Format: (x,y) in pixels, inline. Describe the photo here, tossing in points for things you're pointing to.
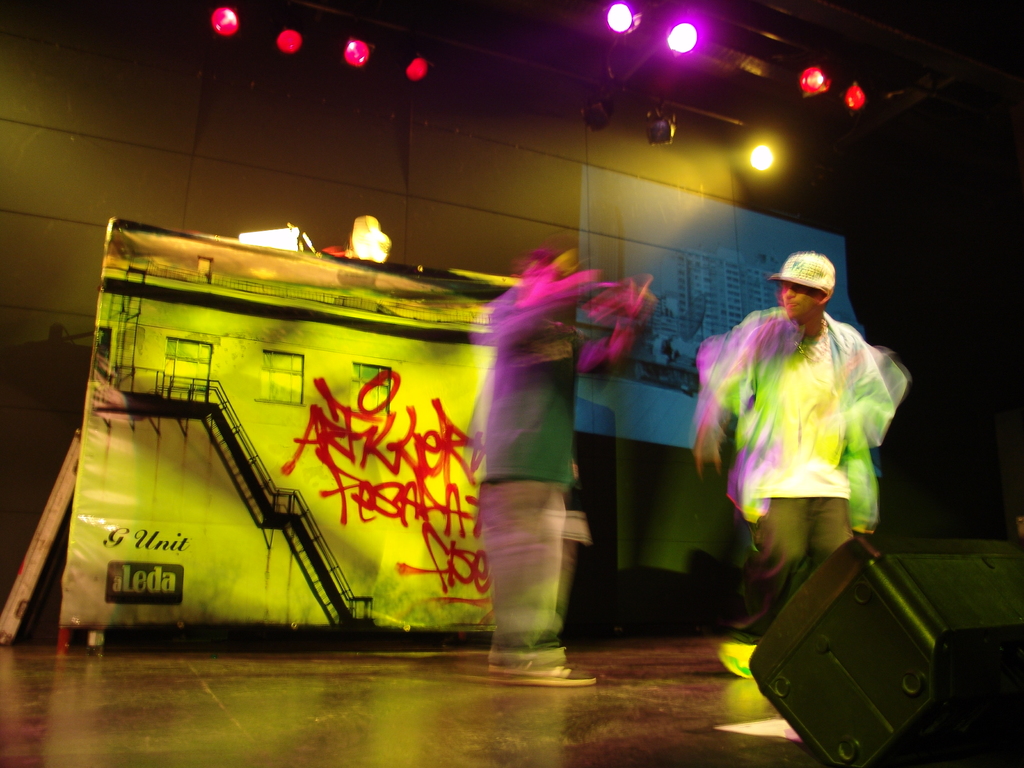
In the center of the image (497,510) there are two people (730,659) on the stage (696,683). In the background of the image (426,139) there is wall (425,142).
